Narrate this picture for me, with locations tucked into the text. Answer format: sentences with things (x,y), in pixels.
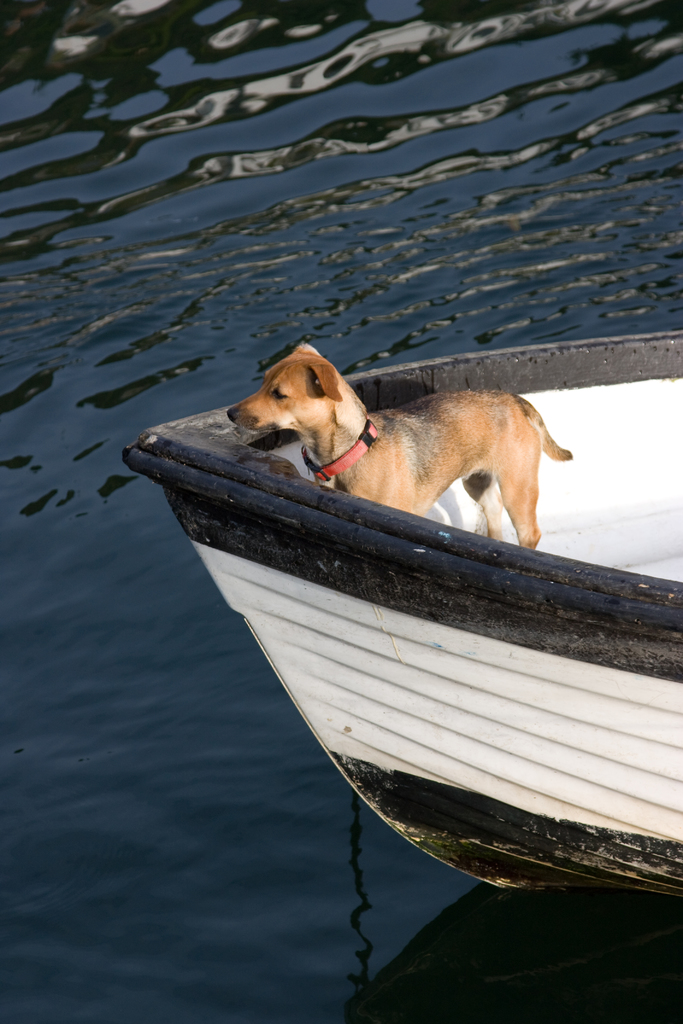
In this image, I can see a dog (396,486) in a boat (535,566), which is on the water (149,705).
